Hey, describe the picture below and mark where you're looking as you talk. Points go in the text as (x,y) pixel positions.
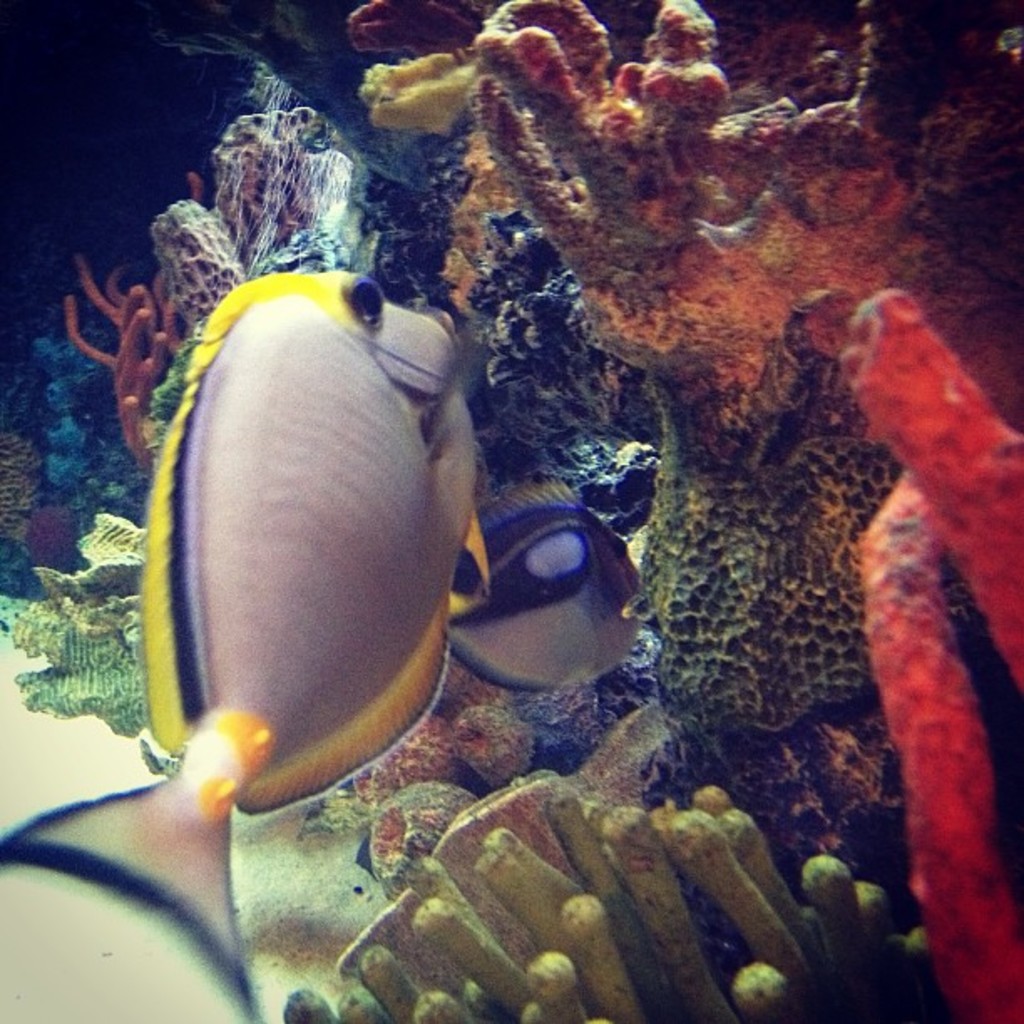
As we can see in the image there are fishes (346,587), plant (679,475) and water (91,170).
